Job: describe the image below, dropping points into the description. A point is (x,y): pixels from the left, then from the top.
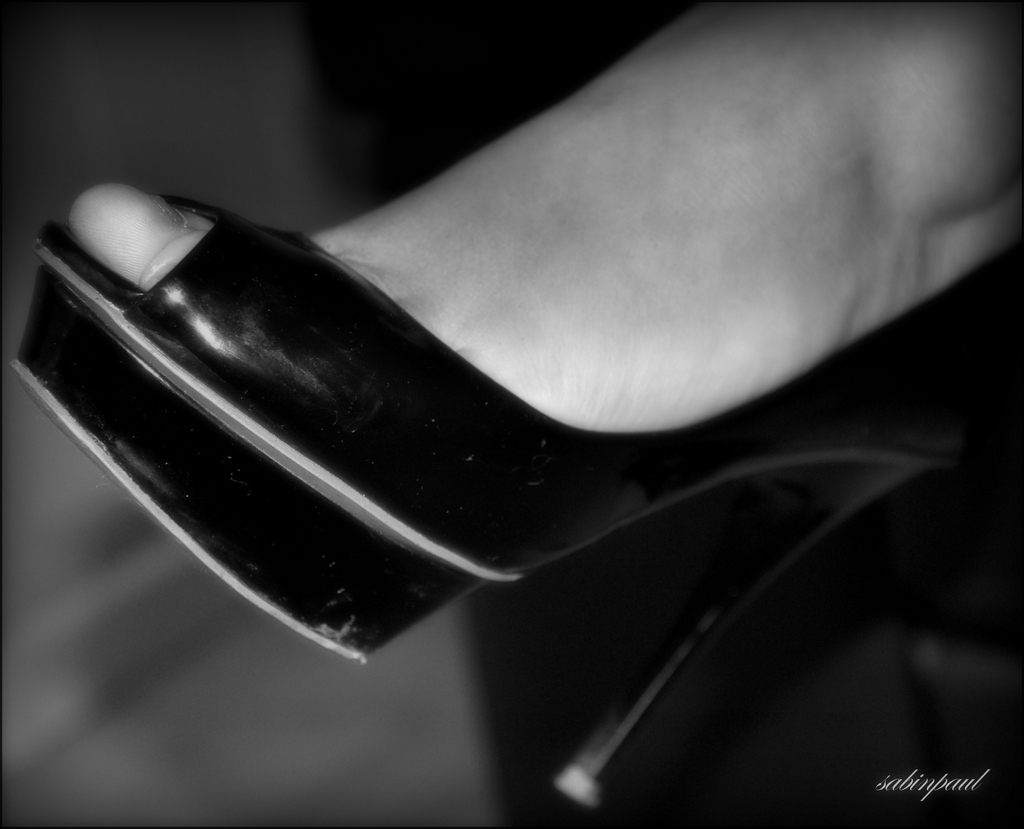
In this image we can see the leg (480,297) of a person (690,197) with a sandal (348,397). At the bottom right side of the image (932,772) there is a watermark (932,772).
